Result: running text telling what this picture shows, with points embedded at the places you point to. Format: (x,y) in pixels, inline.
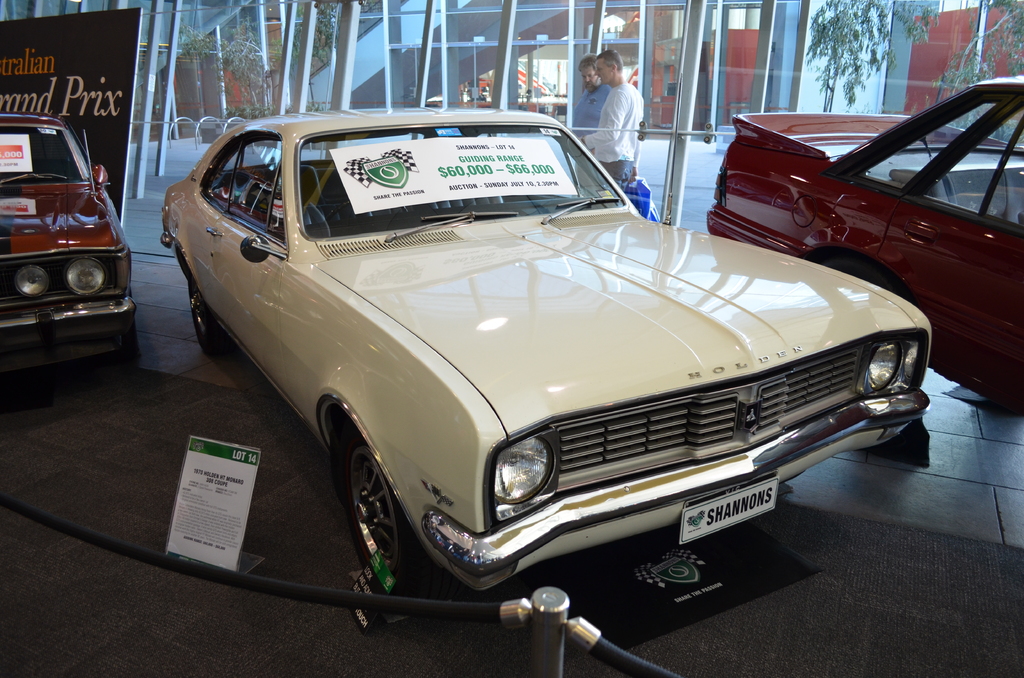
In the image there are different cars (416,229) in a showroom (389,89) and behind the cars (983,202) there is a poster (132,54), in the background (607,54) there are two men (605,100) and behind the men (642,113) it seems like there is an architecture (793,40).
